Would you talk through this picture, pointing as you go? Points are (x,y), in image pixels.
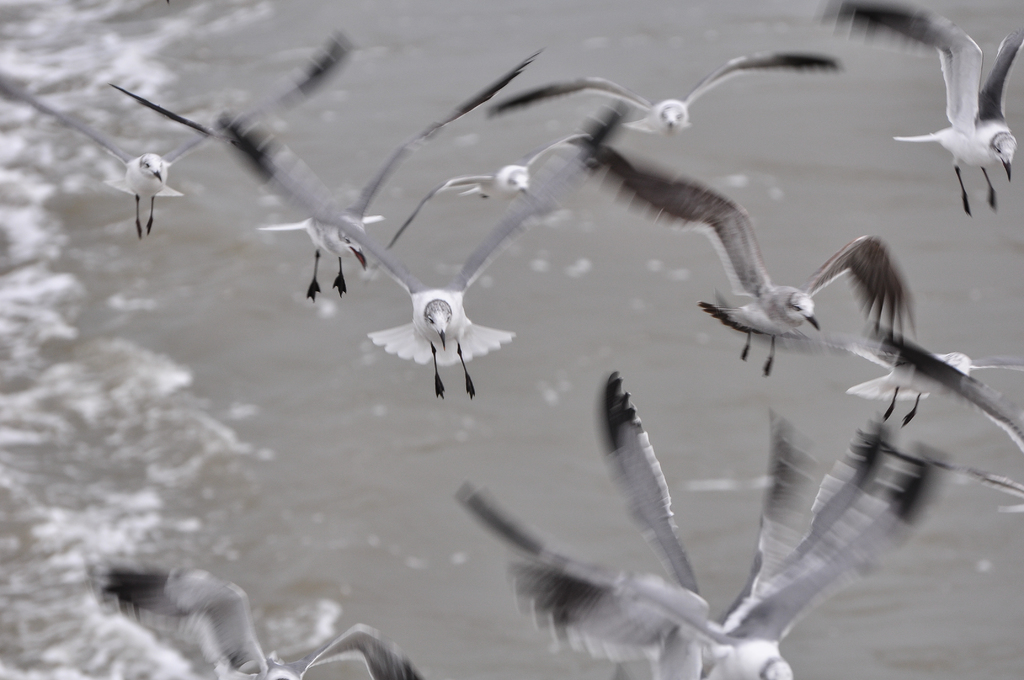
This is a black and white image. In this picture we can see the birds (792,491) are flying. In the background of the image (655,399) we can see the water (488,368).
